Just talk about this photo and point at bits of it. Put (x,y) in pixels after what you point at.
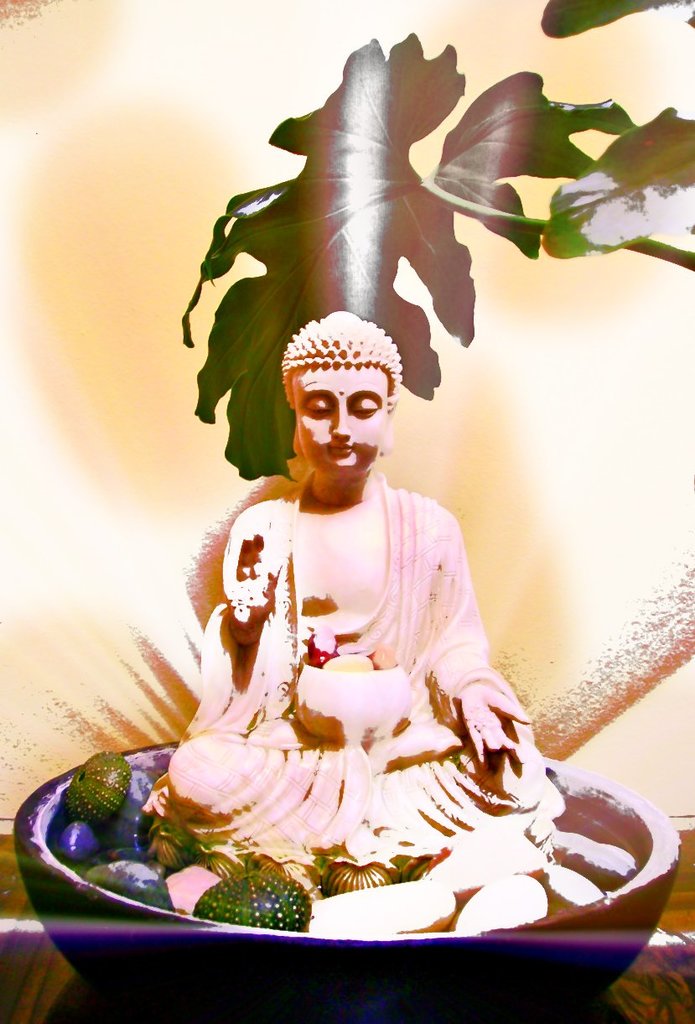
In this image there is an object (86,933) on the ground (29,940), there is a statue of Lord Buddha (333,518), there are leaves (446,204) truncated towards the right of the image (537,136), there is an object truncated towards the right of the image (637,683), the background of the image (82,514) is orange in color.
